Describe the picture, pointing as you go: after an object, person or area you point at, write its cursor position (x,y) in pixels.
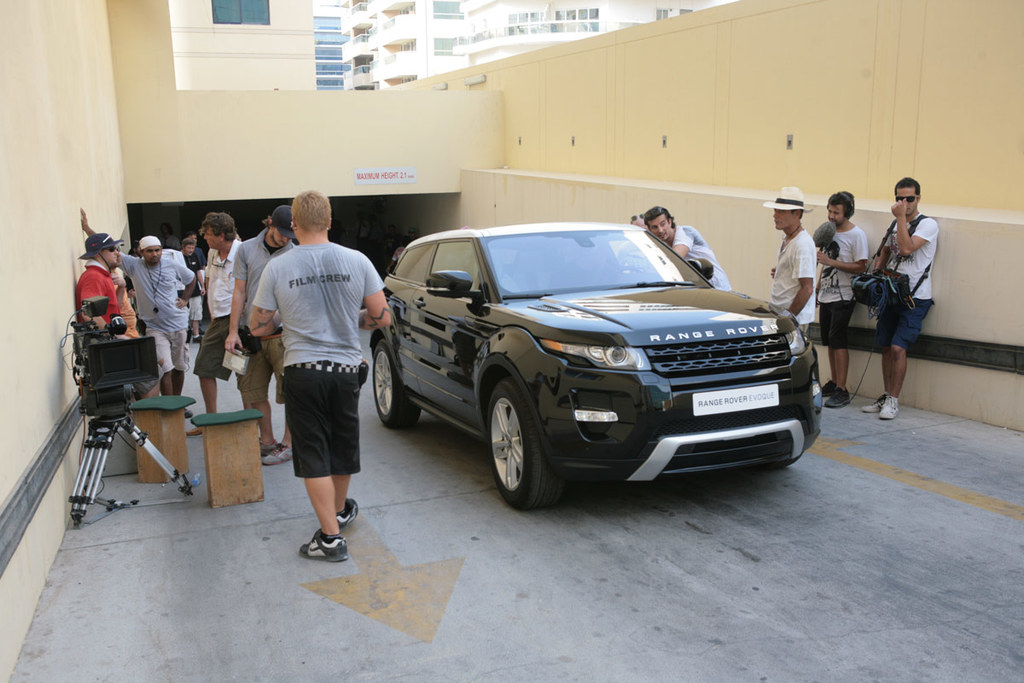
In the picture I can see people (285,315) on the road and some are holding objects (899,272) in hands (233,336). I can also see a black color vehicle (506,331), cameras (104,378) and some other objects (182,432) on the road (378,598). In the background (456,148) I can see walls (514,148) and buildings (398,45).
